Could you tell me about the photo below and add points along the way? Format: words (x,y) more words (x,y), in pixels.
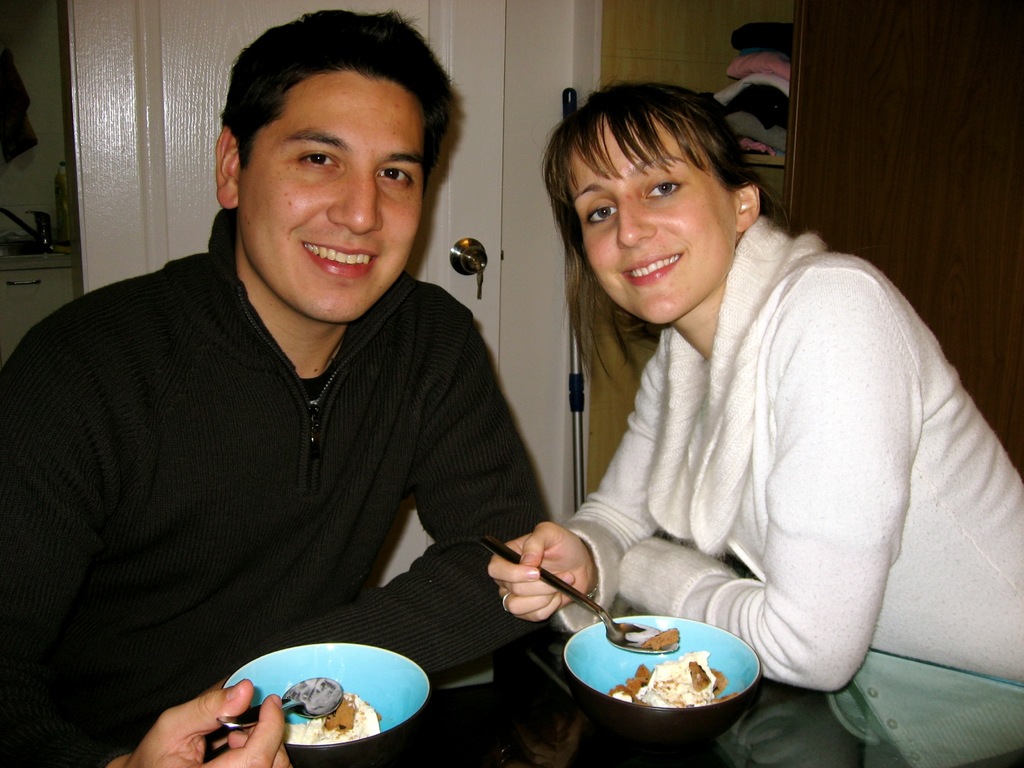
In this image we can see men (190,460) wearing black color dress (217,460), women (672,326) wearing white color dress (681,501) eating some food item (703,681) which are in plates (421,670) which are in blue color and in the background of the image (486,139) we can see cupboards (790,138) and door (498,120).
